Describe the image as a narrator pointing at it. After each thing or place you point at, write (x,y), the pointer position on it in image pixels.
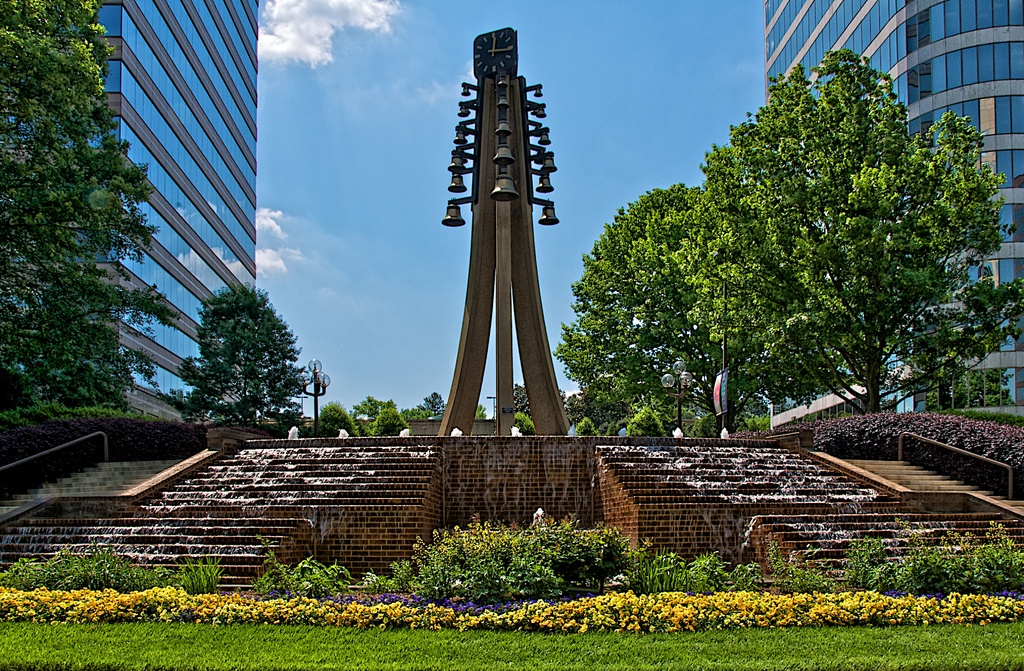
In this image we can see the building (246,80) on the left side (229,134) and the right side (1009,30) as well. Here we can see the bell clock tower (534,147). Here we can see the trees (329,406) on the left side (284,333) and the right side (835,323) as well. Here we can see the decorative lamp poles (671,378). Here we can see the staircase (891,462). Here we can see the flowers (779,594) and the grass (768,650) at the bottom (787,650). This is a sky (426,87) with clouds (364,23).
